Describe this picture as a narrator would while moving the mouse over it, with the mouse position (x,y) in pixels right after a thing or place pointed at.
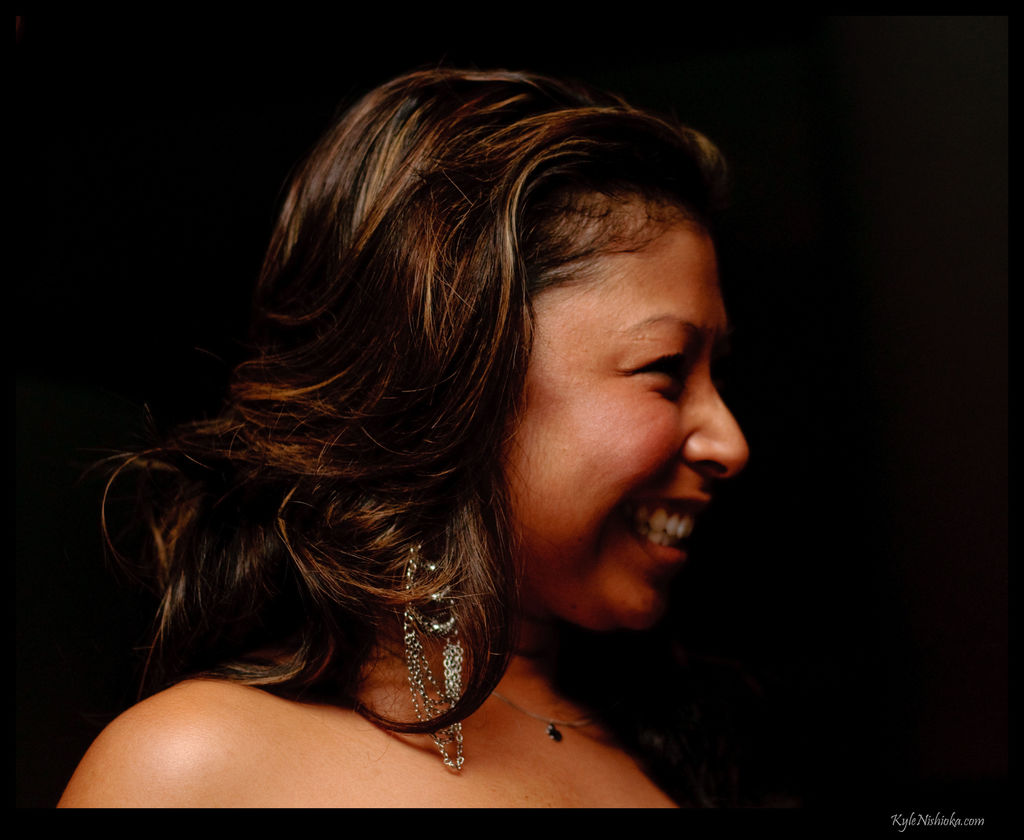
In the foreground of this image (271,641), there is a woman (607,370) and the background (848,444) image is dark.
